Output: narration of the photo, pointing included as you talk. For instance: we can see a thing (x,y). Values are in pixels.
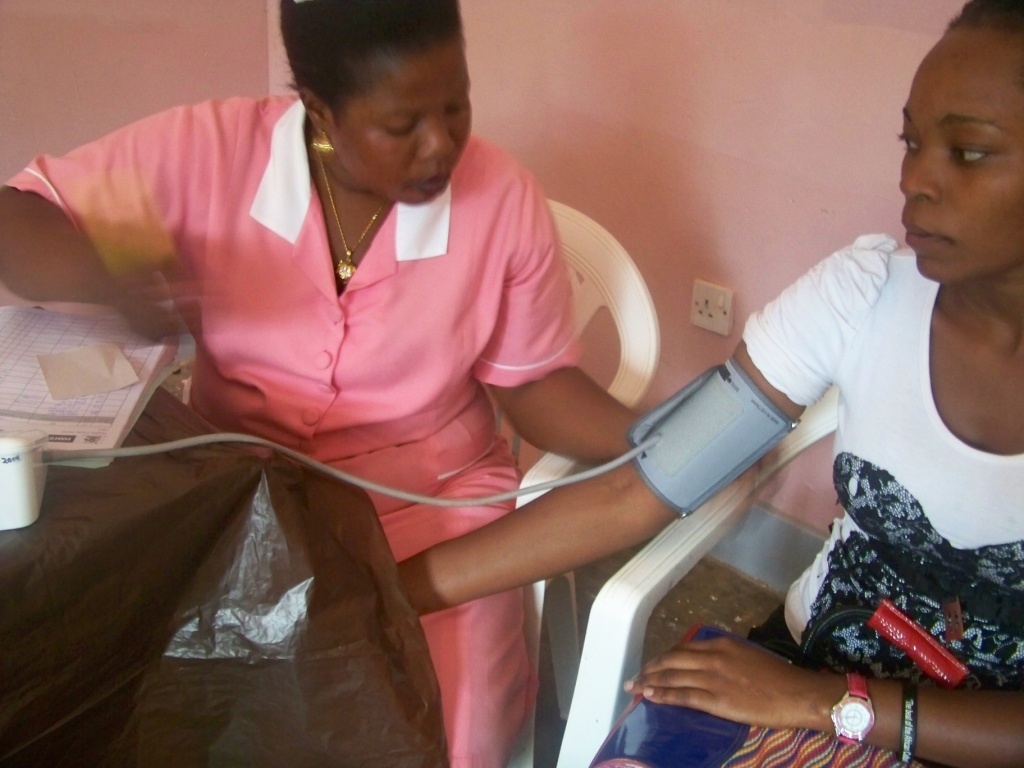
In this image a woman (349,462) is sitting on the chair (566,263). Beside there is a woman (948,690) sitting on the chair (673,577) and she is having a bag (712,738) on her lap (702,683). Left side (11,543) there is a table (261,553) having a machine (24,503) and a book (95,412) on it. Behind them there is a wall (895,198).
